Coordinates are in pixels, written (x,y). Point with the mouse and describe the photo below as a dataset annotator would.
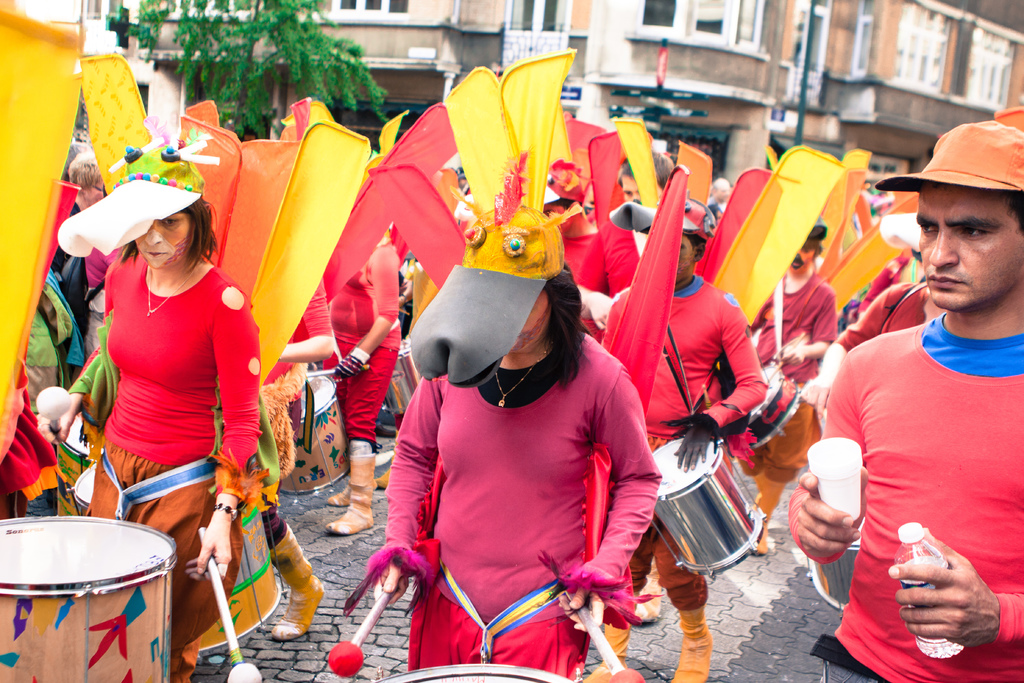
In this picture we can see group of people (541,245) standing on road (386,470) and playing drums (86,579) they wore colorful costumes (602,252) and here right side (898,381) man (939,349) holding glass (857,496) and bottle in his hands (952,571) and in background (585,14) we can see building (536,40) with windows (541,28), trees (267,42), banner (664,50).
